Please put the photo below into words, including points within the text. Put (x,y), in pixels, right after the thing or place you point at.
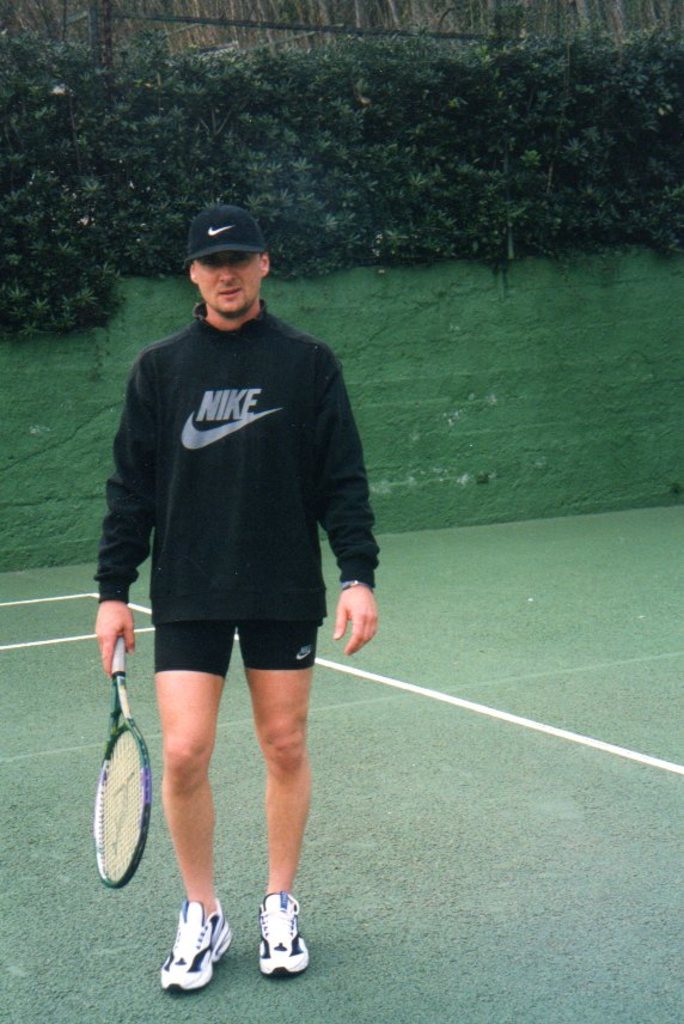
In this image I see a man (187,870) who is holding a tennis racket (122,645) and is on a tennis court (626,964). In the background (59,537) i see the wall (43,536) and plants (358,49).
